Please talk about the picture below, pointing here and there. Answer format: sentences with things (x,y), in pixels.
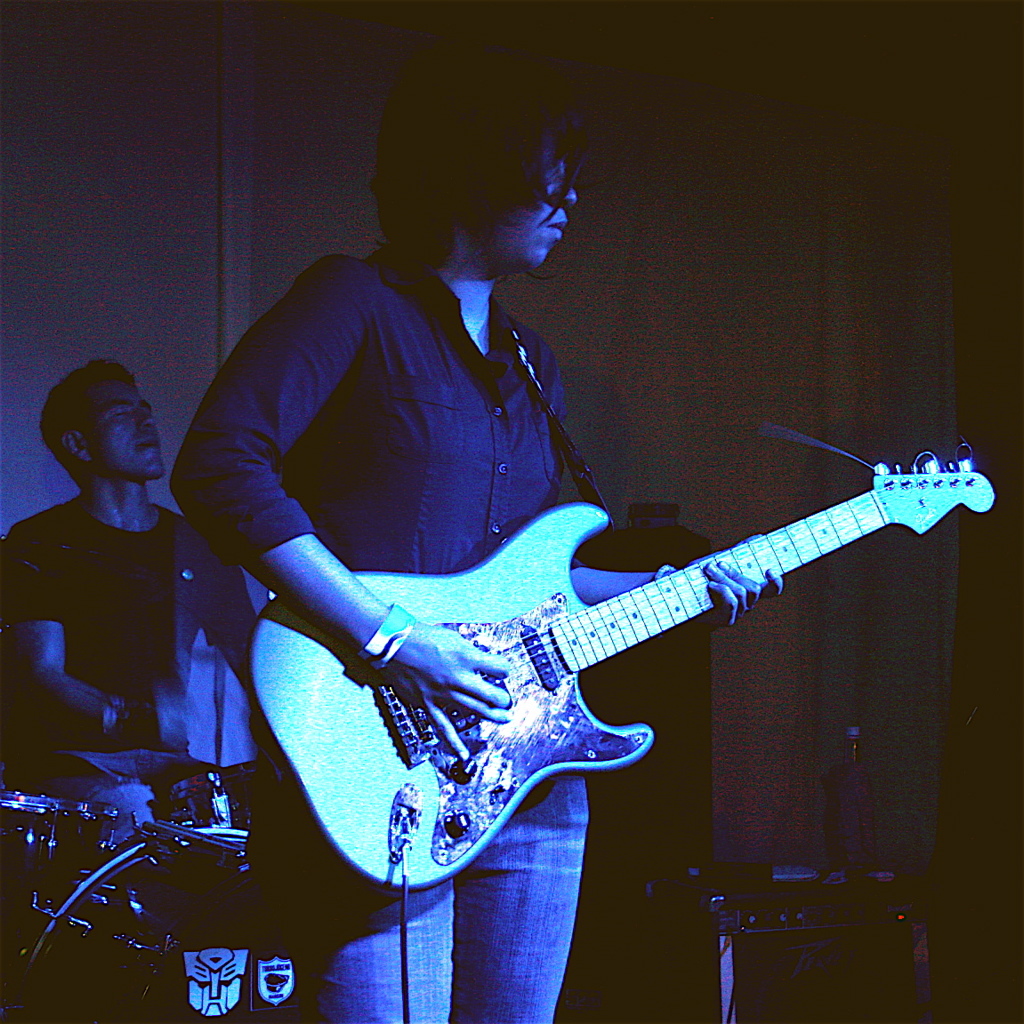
Here in the front (499,128) we can see a person (416,657) playing a guitar (563,681) and behind him we can see a person (102,367) playing drums (280,1016).
